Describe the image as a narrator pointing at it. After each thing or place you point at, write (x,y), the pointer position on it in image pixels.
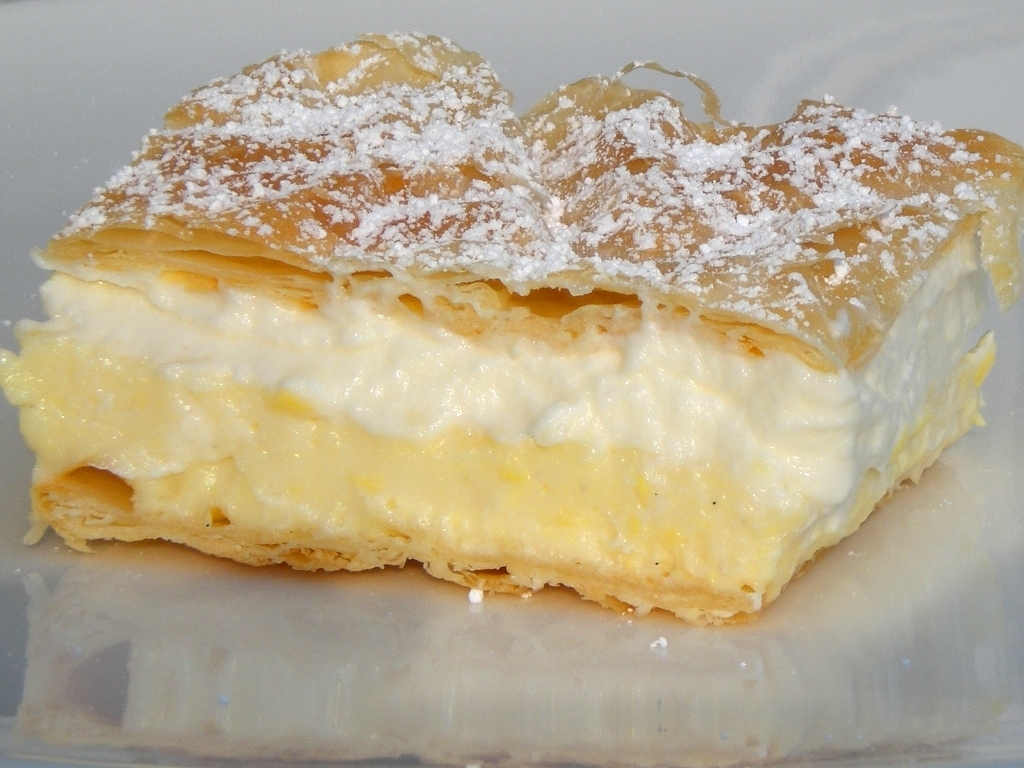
In this image we can see the piece of cake (587,410) on the surface (15,472).
